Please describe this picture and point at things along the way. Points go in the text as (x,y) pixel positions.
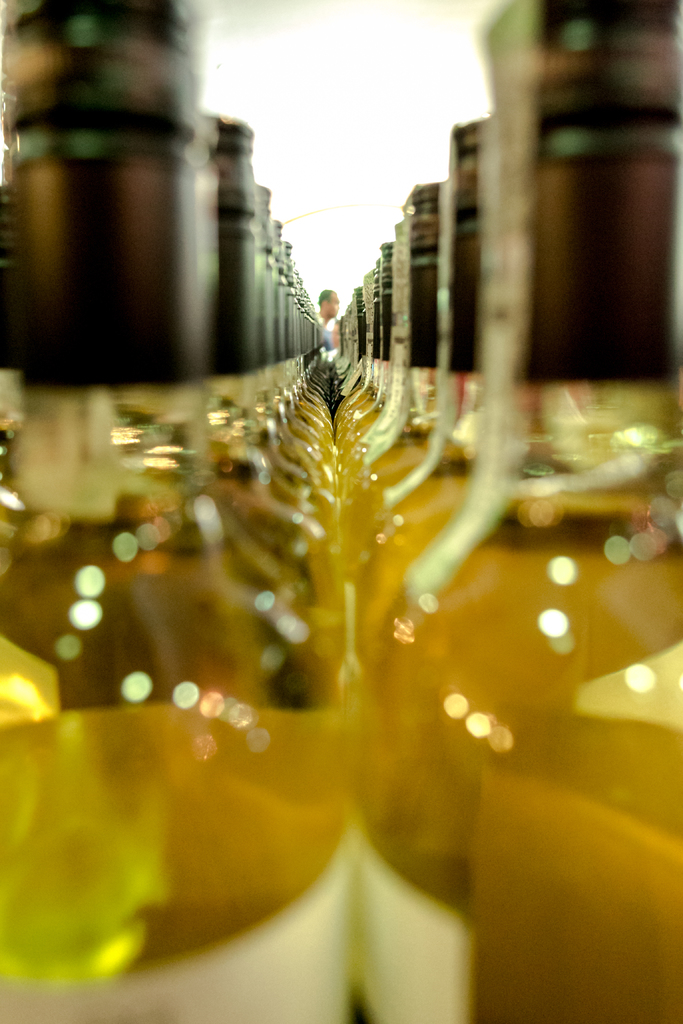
In this picture, we see many glass bottles (391,608). These bottles (339,601) are in brown color. In the background (327,330), we see a man (330,339). Behind him, we see a wall (350,160) which is white in color. At the bottom of the picture (296,798), it is blurred.
